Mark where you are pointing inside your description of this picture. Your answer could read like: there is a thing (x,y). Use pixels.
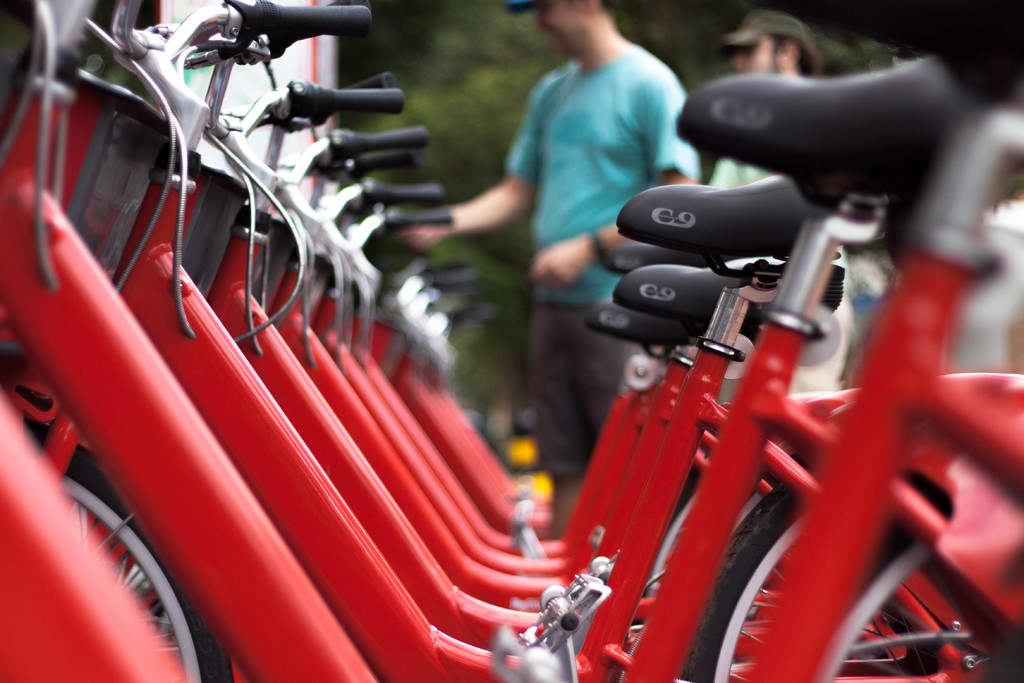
This image is taken outdoors. In the middle of the image (355,314) many bicycles (565,559) are parked on the floor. In the background (644,70) there are a few trees (725,9) and two men (654,173) are standing on the floor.
